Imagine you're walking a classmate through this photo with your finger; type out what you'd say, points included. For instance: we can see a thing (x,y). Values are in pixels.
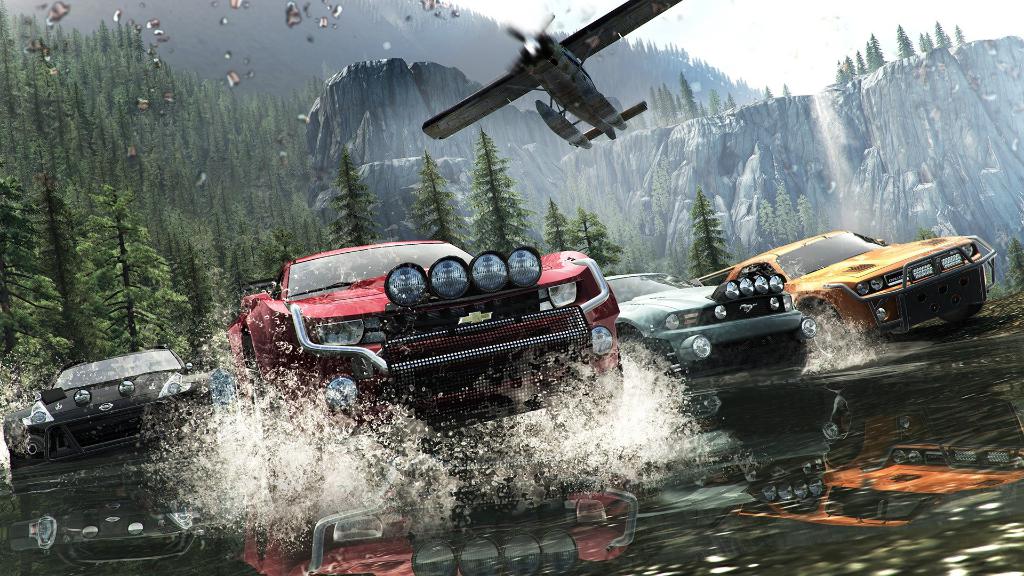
This is an animated picture. In the foreground of the picture (348,342) there are cars (572,350) and water (330,531). In the center of the picture (400,215) there are trees (478,157), mountains (608,55) and an aircraft (553,85). Sky (679,43) is cloudy.
